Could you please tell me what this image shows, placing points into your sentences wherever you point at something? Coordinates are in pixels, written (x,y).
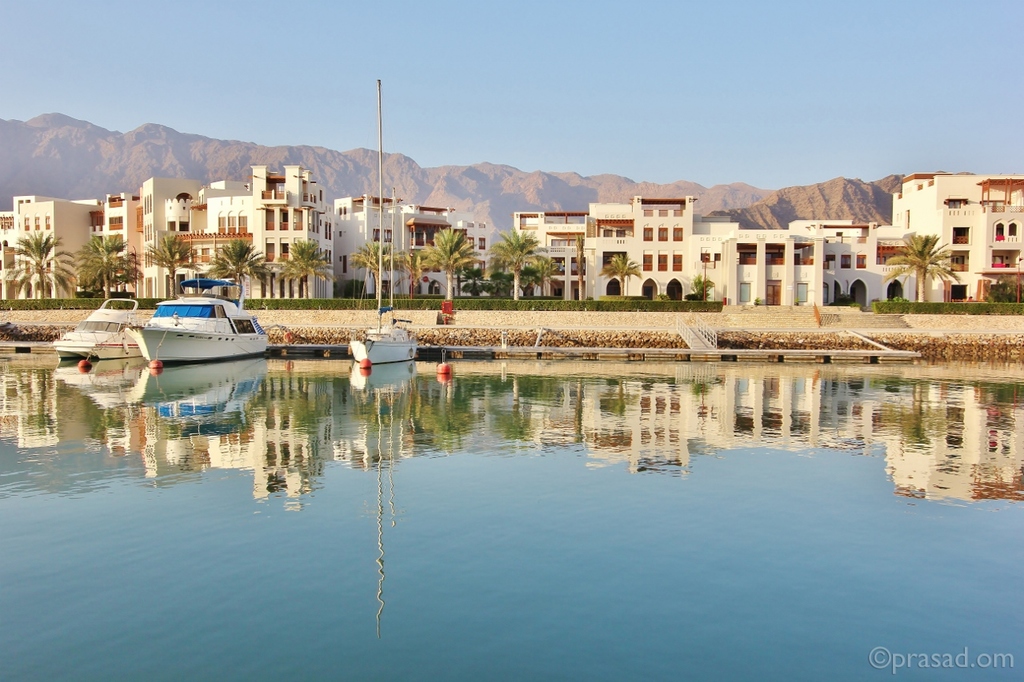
Here there are buildings (583,218) and trees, there are boats (237,331) in the water (561,512), this sky (456,100).
